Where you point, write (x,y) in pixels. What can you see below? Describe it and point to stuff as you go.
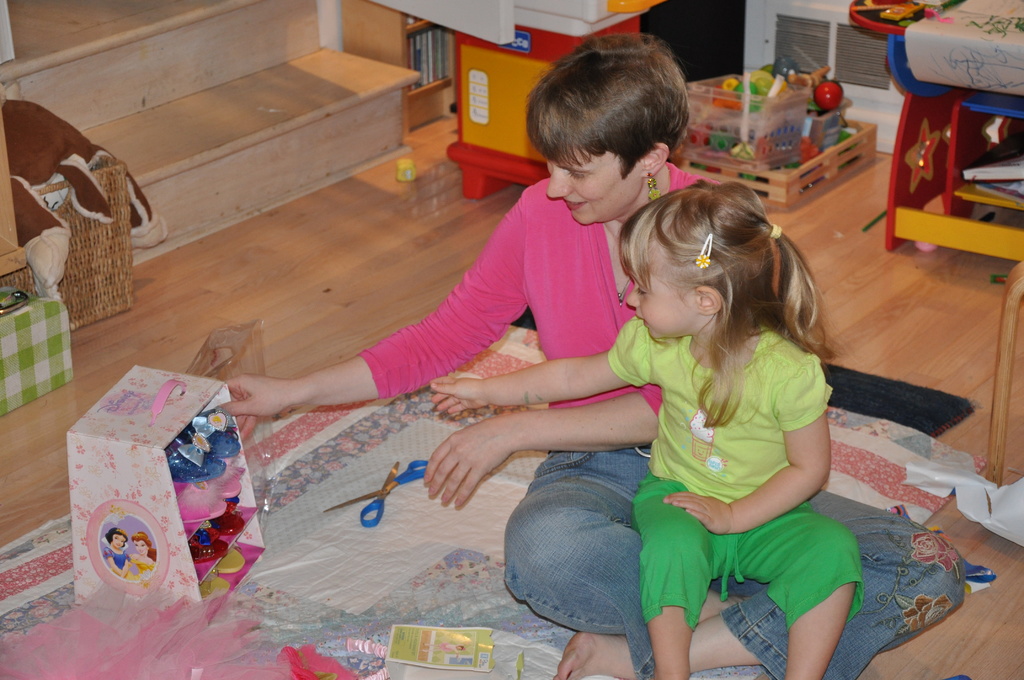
In this picture we can see woman (607,266) sitting on bed sheet (394,451) and on her girl (664,239) is sitting and beside to them there is scissor (397,477), toy rack (167,488), paper (479,650) and in background (103,158) we can see basket (122,161), steps (177,71), toys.
